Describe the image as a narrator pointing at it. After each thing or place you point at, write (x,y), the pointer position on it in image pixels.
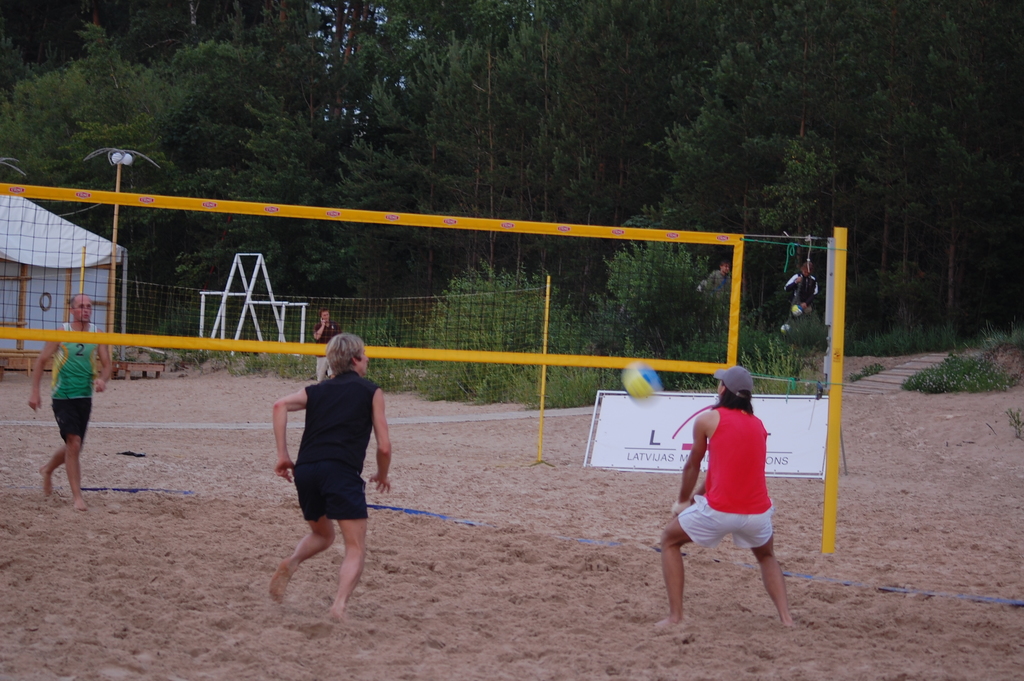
In the picture I can see a person (705,522) wearing red color T-shirt (758,473) and a person (346,510) wearing black color T-shirt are standing on the sand (394,592) and we can see another person (71,441) wearing T-shirt (66,329) is on the left side of the image (54,459). Here we can see a ball (650,378) in the air (604,379), we can see the nets (290,341), a whiteboard (652,418), tent (28,231) and light poles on the left side of the image (92,288). In the background (326,342), we can see a tent (33,310), a person (330,337) standing and trees (592,129).
